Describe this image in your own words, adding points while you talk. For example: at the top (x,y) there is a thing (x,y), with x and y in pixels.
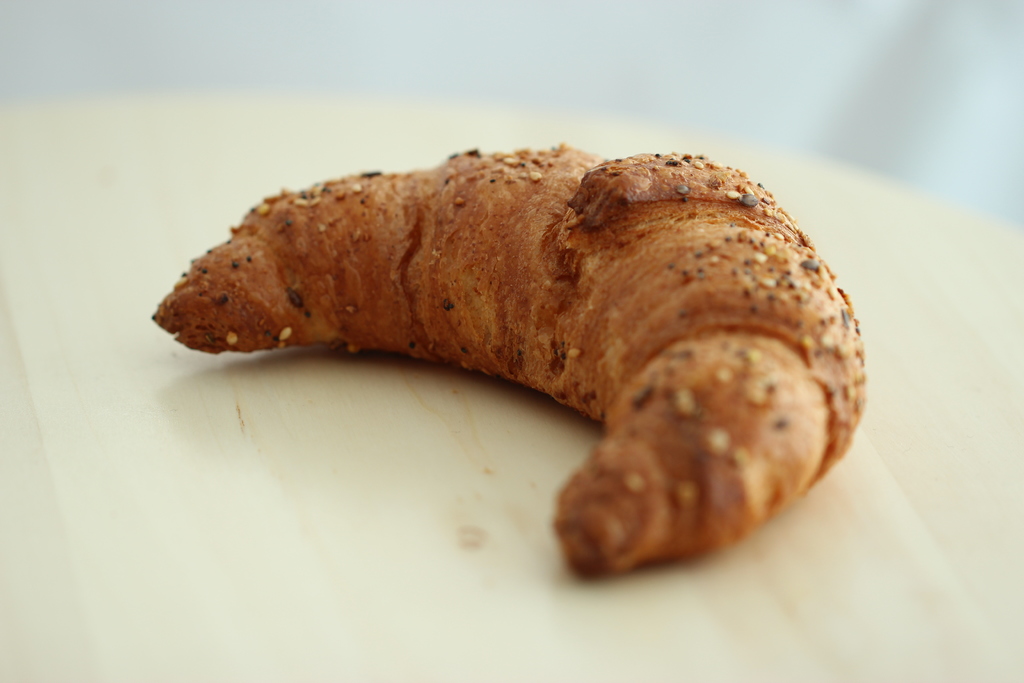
This is a zoomed in picture. In the center (420,294) there is a food item (510,285) on the top of an object (429,431). the background of the image (123,42) is blur.
